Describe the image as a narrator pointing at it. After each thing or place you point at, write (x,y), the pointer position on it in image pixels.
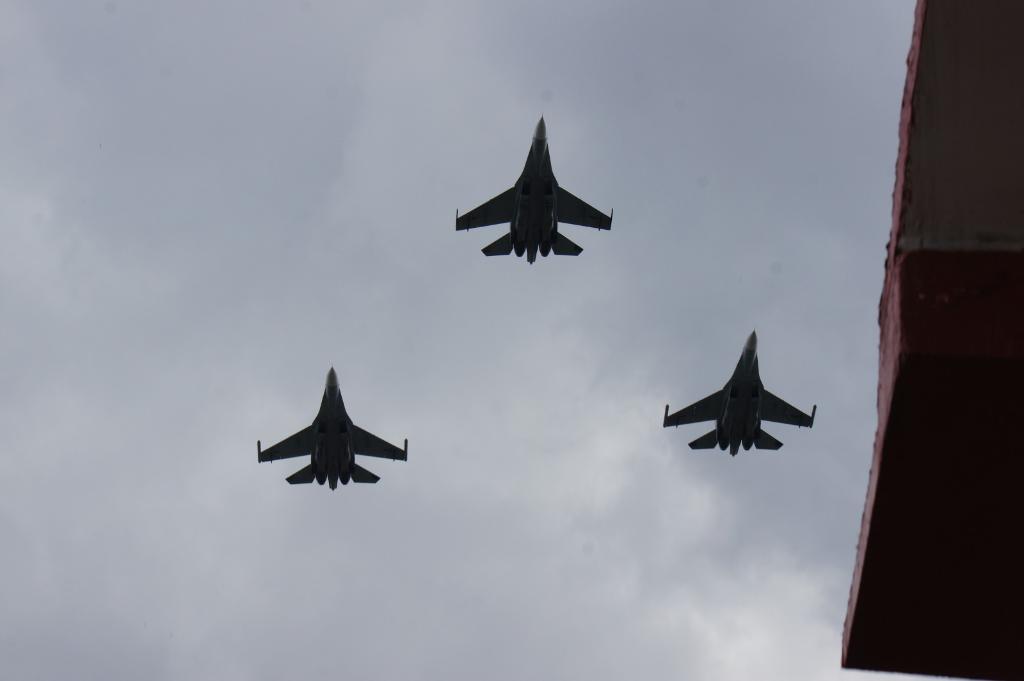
In this image we can see few airplanes (692,406) flying, on the right side of the image (954,355) it looks like a building (939,470) and also we can see the sky (616,69).
